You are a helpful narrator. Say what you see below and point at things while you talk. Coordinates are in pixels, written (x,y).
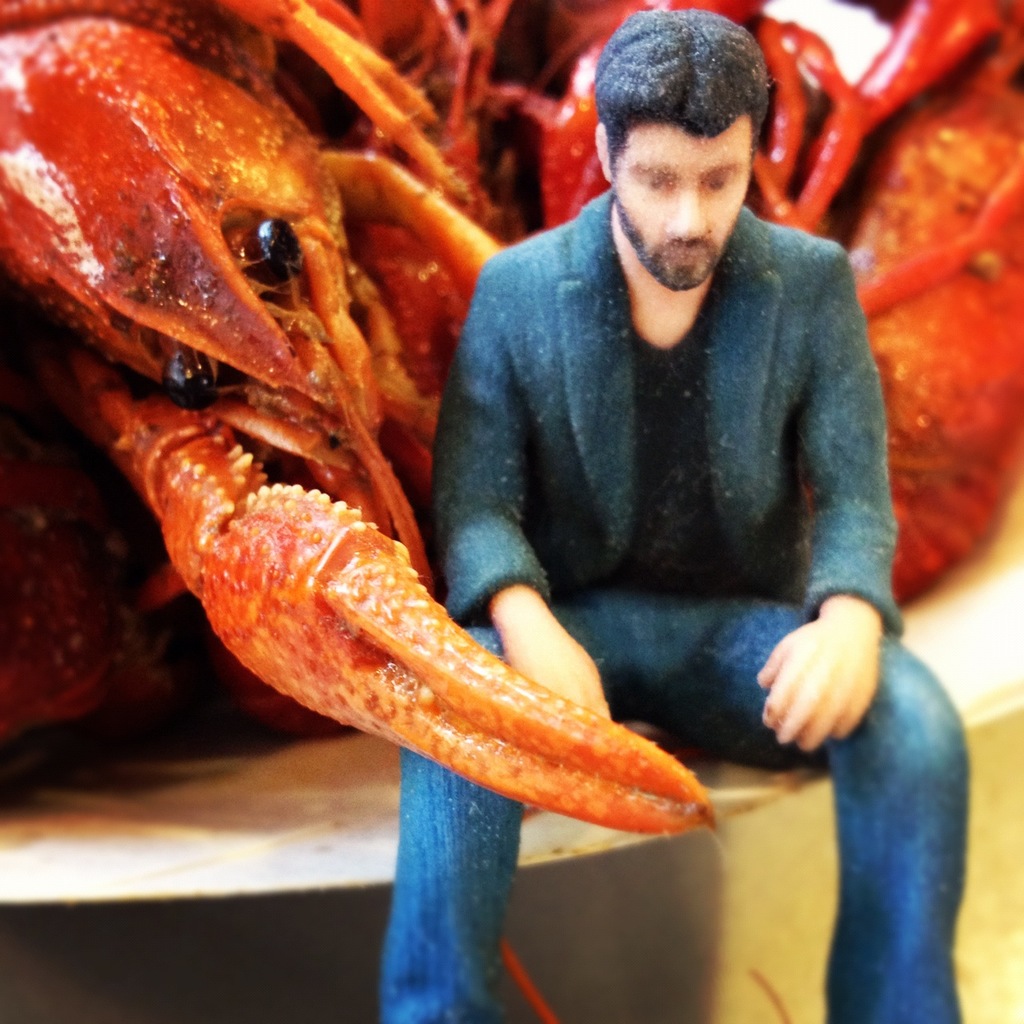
In this image we can see a figurine (782,584) sitting, behind him, we can see a crawfish (412,367).
